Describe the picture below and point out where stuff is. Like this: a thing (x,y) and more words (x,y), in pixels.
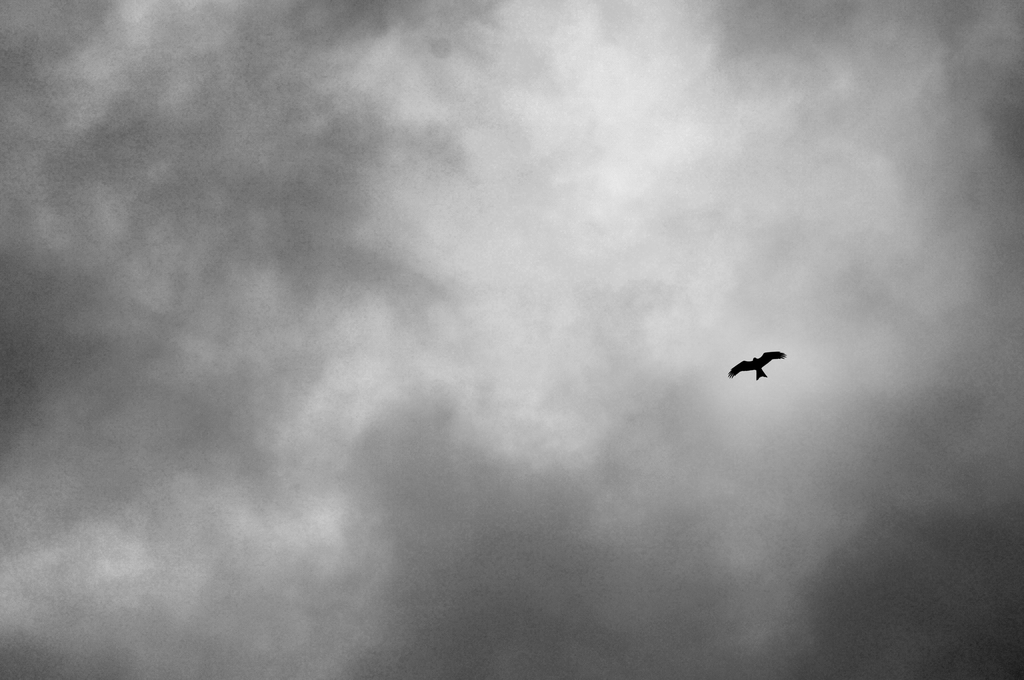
In this image I can see a bird (743,369) and I can see the cloudy sky (432,273). I can also see this image is black and white in colour.
